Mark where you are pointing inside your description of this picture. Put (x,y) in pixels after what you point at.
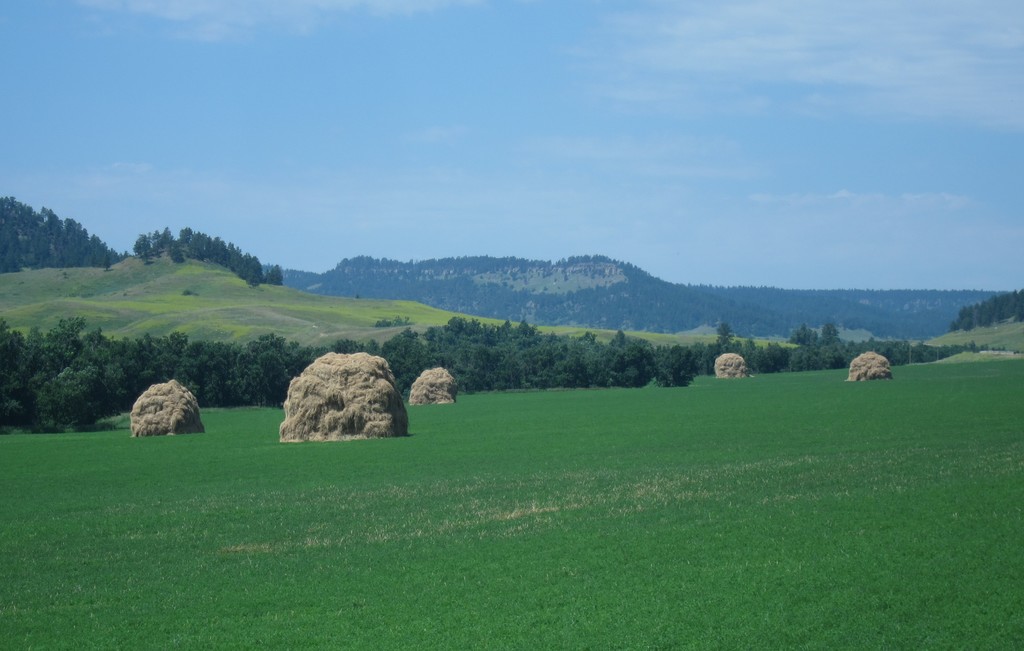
This image consists of grass (442,497), plants (406,367), trees (332,350), mountains (714,316) and the sky (740,193). This image taken, maybe during a day.
